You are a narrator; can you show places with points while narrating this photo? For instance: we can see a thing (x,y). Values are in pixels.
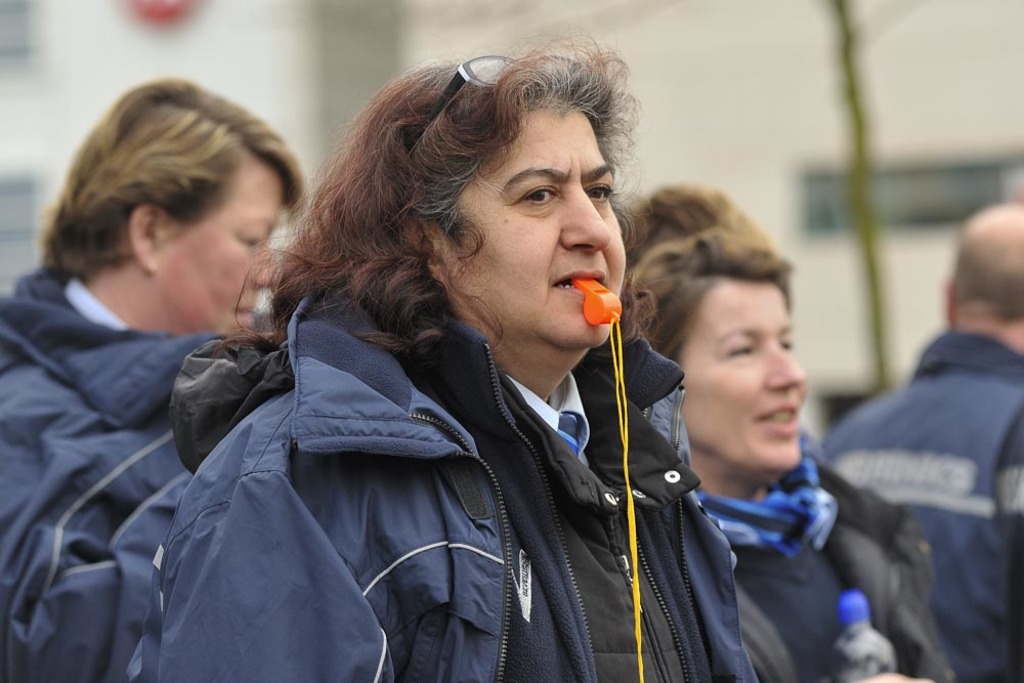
In this image we can see people (205,483) wearing jackets (378,467). In the center (593,311) we can see a whistle (600,300) in the person's mouth (569,291).
